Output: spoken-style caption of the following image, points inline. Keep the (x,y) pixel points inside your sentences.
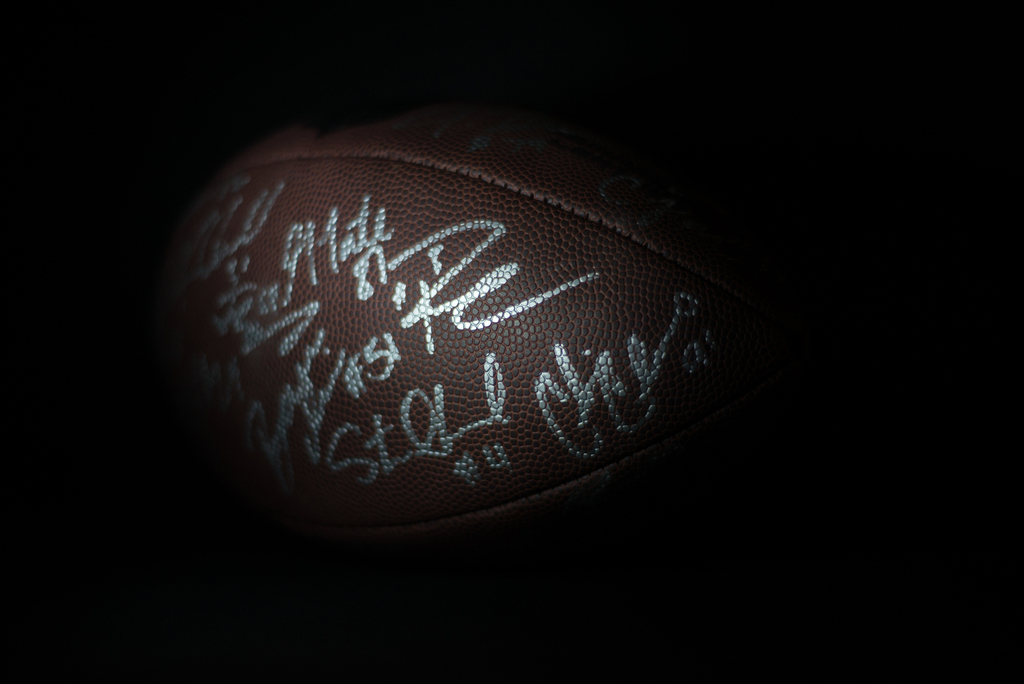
In this image we can see a ball (539,233) with some text (500,414) on it.
